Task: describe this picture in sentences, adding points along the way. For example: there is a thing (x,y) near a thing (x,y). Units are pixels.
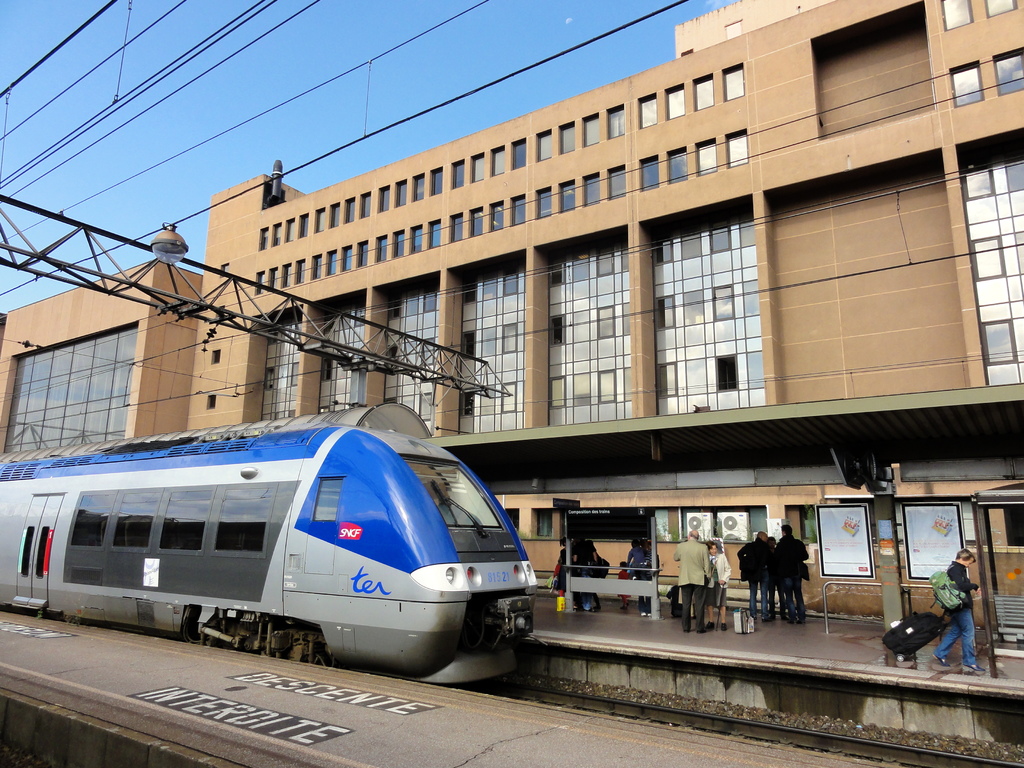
In the image there is a train (394,628) on the track (568,680), beside the train (527,626) there is a platform (577,618) and there are few passengers (626,579) on the platform (601,618), behind them there is a building (570,202) and in front of the building (316,207) there are many wires (60,47).
